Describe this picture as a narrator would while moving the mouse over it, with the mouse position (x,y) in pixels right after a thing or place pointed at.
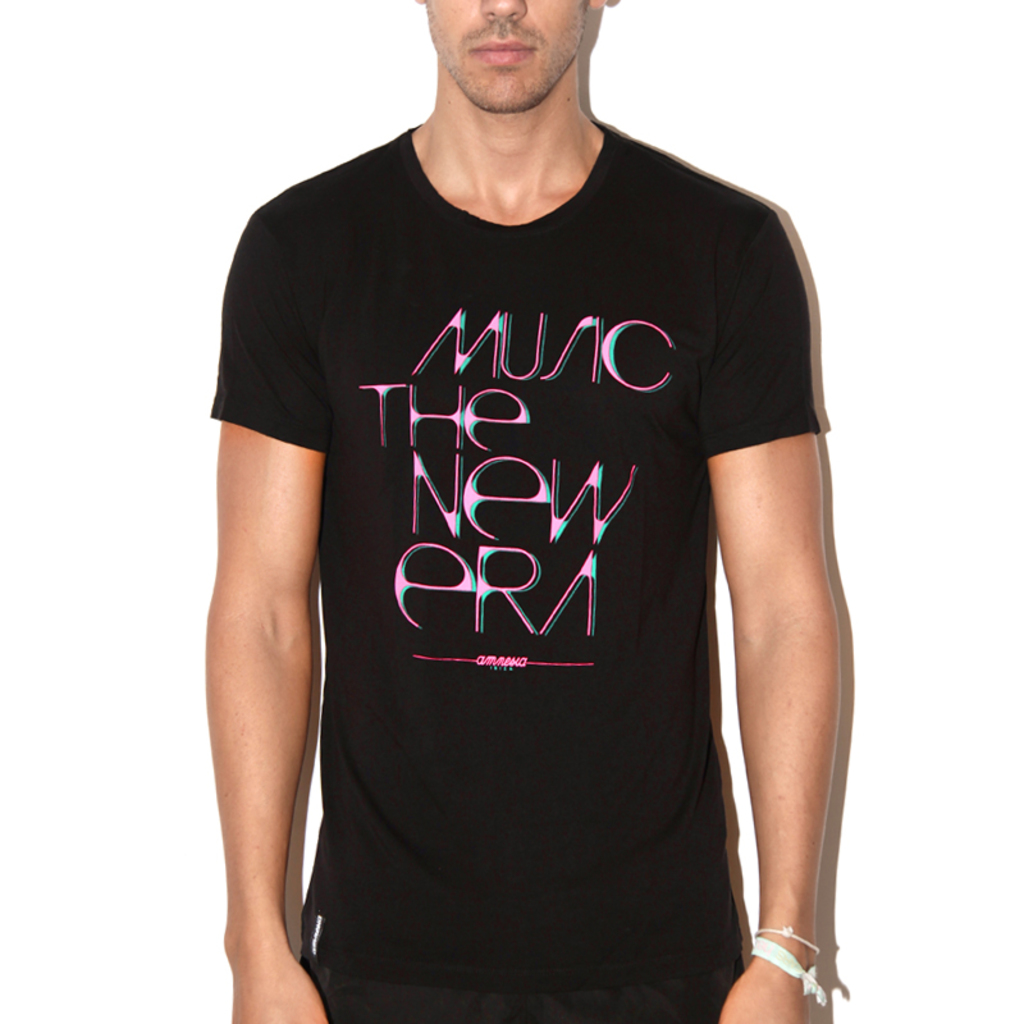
The picture consists of a person (697,427) wearing a black T-shirt (494,536). The background (25,539) is white.
